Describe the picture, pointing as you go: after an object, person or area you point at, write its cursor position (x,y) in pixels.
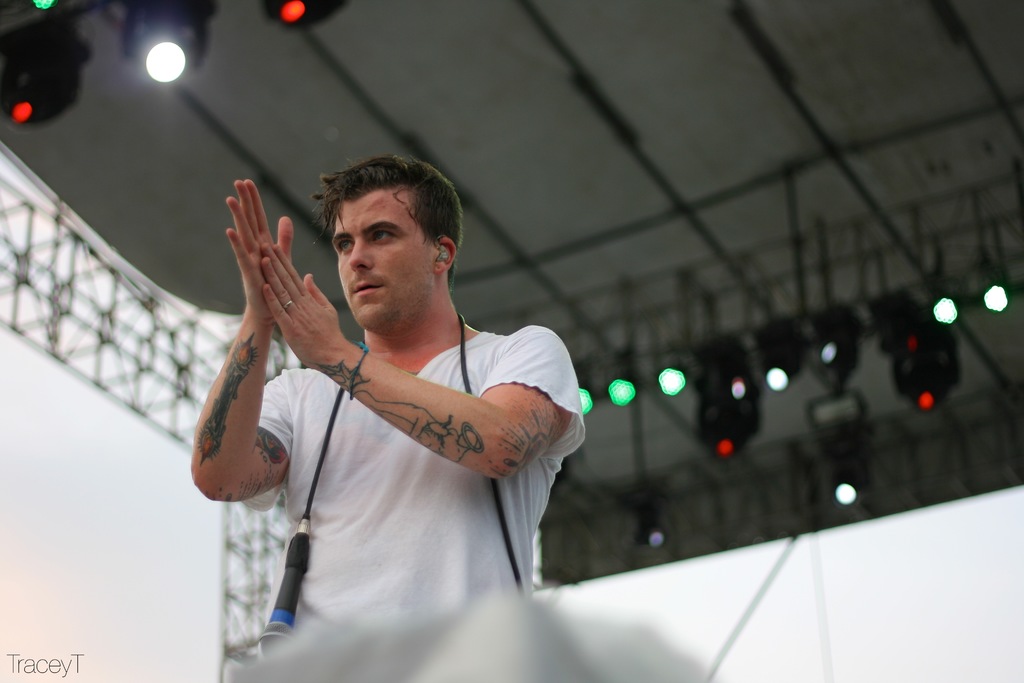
In this image in front (378,303) there is a person (383,397) and he is clapping. In the background of the image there are lights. There is a wall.
